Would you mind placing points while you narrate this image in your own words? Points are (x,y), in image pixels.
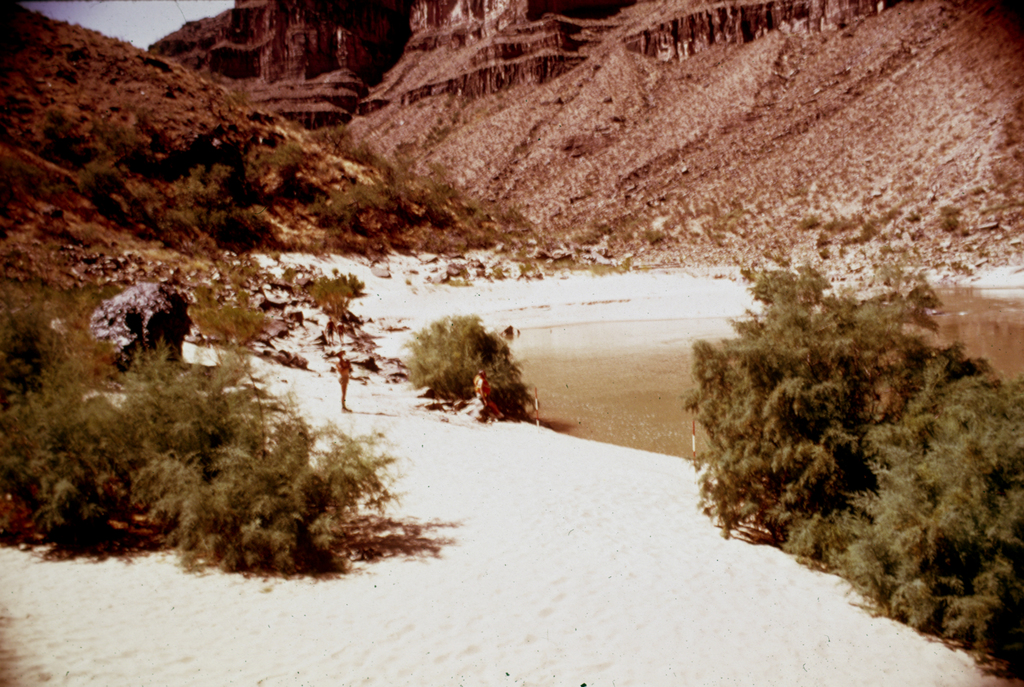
In this image there is sand (498,582) on the surface (484,588). On both right and left side of the image (109,396) there are trees (871,398). At the background (692,129) there are hills (394,54) and sky (135,31).
